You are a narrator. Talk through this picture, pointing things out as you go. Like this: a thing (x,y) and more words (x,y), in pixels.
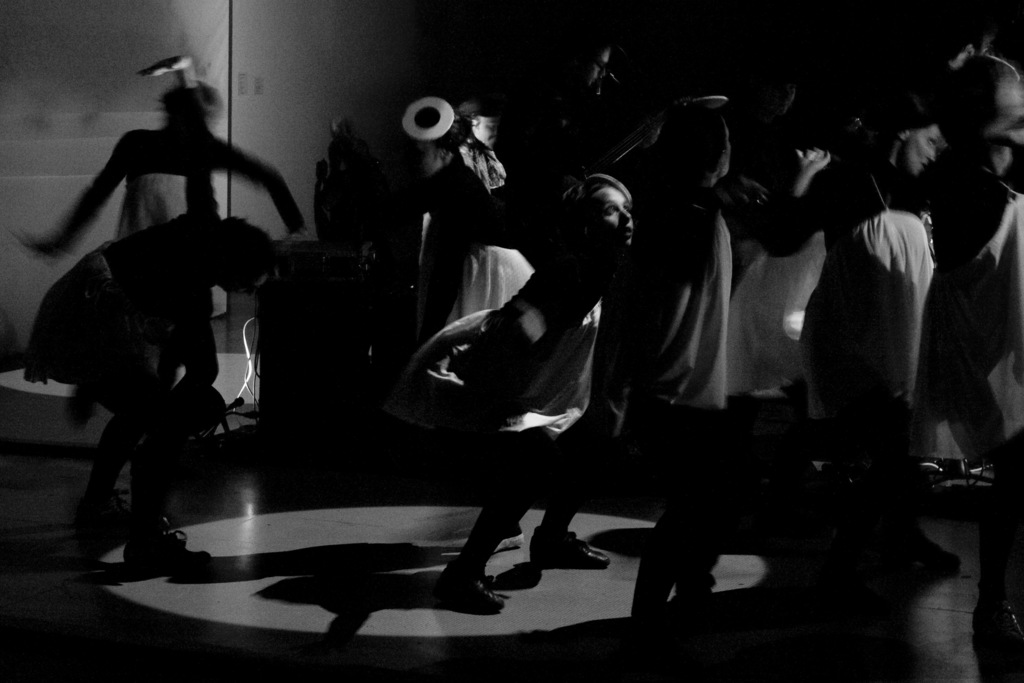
This is a black and white image. In this image we can see a group of people (447,312) standing on the floor (437,566). On the backside (306,66) we can see a wall (254,88).
